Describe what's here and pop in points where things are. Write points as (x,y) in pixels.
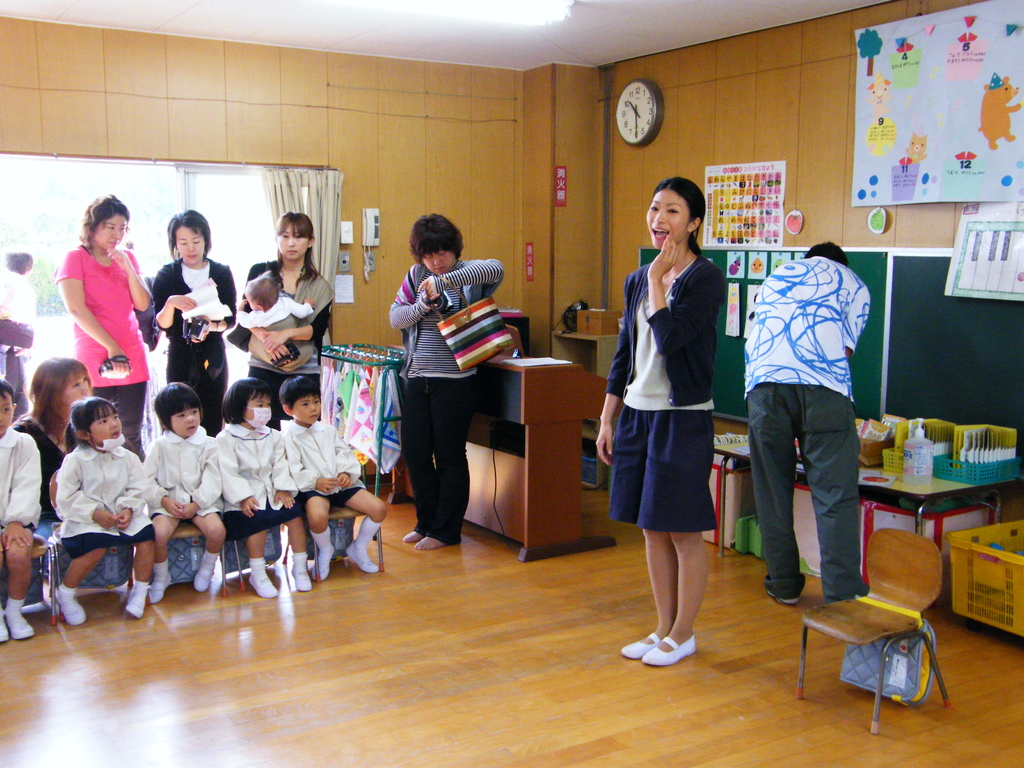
This image is clicked inside a room (402,651). There are a few children (178,496) sitting on the chairs (40,553). Behind them there are four women (94,323) standing. To the right (727,455) there are tables (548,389). In the background (565,137) there is a wall (737,115). There are charts (860,199) sticked on the wall (869,233). There is a wall clock (646,97) on the wall (667,113). There are boards (868,327) and there are papers (747,303) sticked on the boards (750,281). To the left (328,188) there is a curtain (291,180) to the door (174,183).
